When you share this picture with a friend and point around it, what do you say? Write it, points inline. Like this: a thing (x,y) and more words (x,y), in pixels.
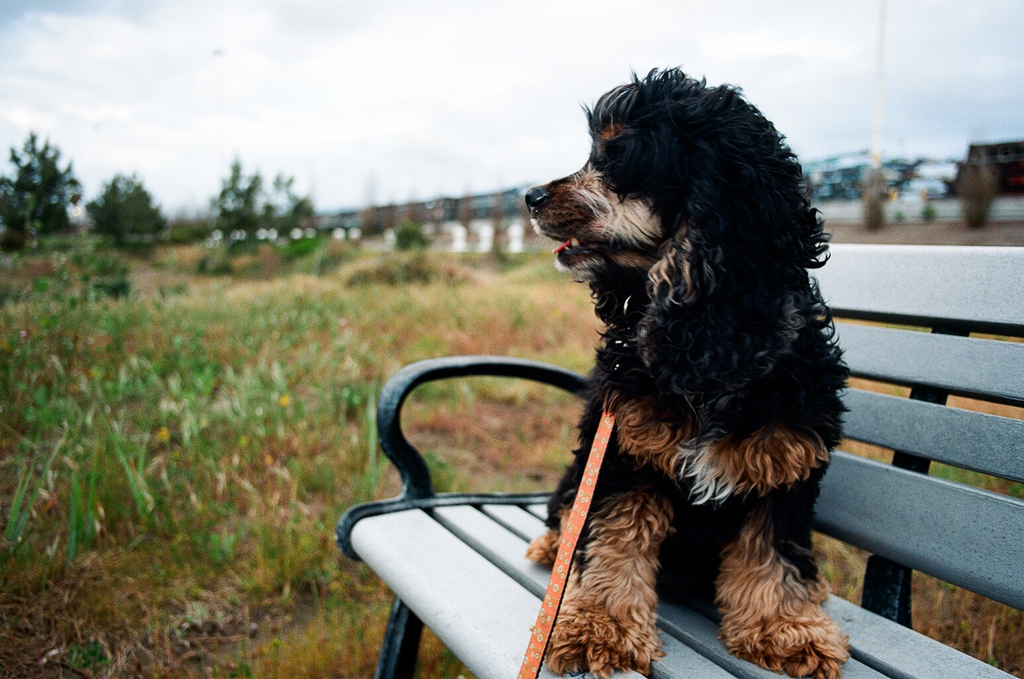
In this image we can see dog (563,494) on the bench (470,634). In the background (368,462) we can see trees (121,200), plants (210,325), sky (91,35) and clouds (357,126).
